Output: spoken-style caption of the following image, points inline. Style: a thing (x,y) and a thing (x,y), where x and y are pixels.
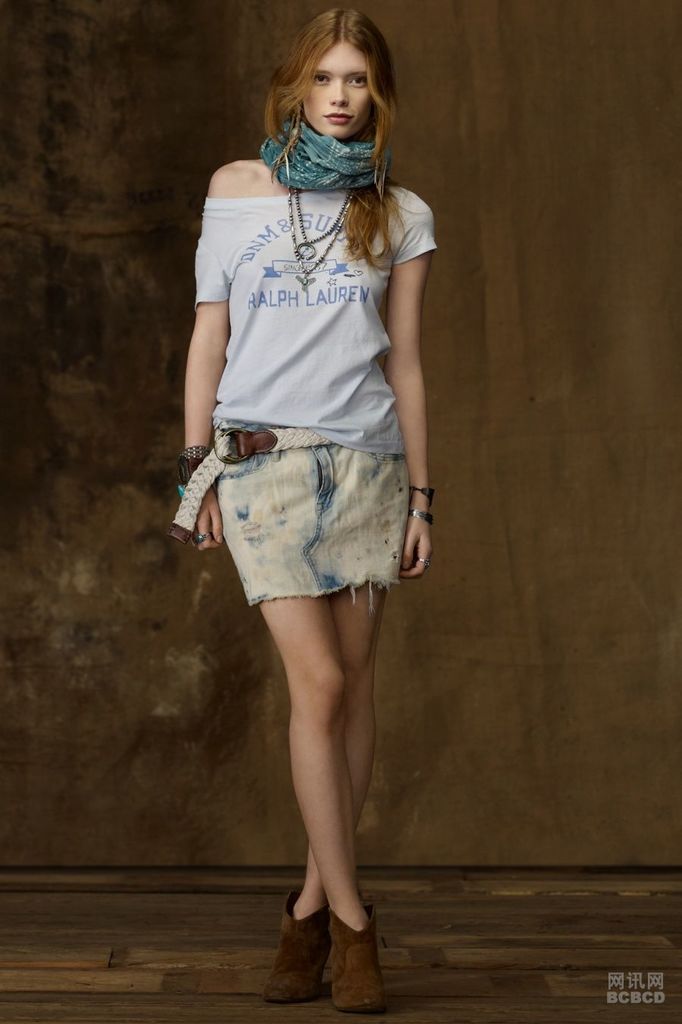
In this picture I can see a woman (404,338) in front (307,231) and I see that she is standing. I can also see that she is wearing white color t-shirt (245,228), on which there is something written and I can see the scarf (327,158) around her neck (355,135). I see that it is brown color in the background (530,463). On the right bottom of this picture (666,1002) I can see the watermark (627,983).
